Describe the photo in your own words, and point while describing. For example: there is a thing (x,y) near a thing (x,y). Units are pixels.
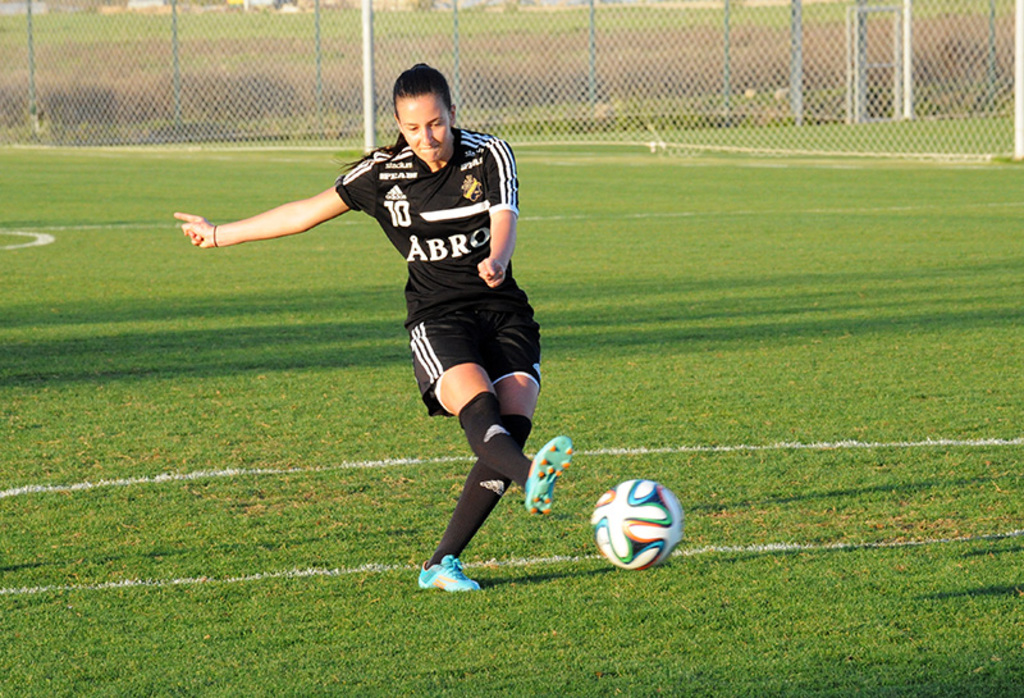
In this image there is a person (571,443) standing and kicking a ball (658,556), and in the background (208,21) there is wire fencing (208,21), plants (208,21), grass (881,186).
